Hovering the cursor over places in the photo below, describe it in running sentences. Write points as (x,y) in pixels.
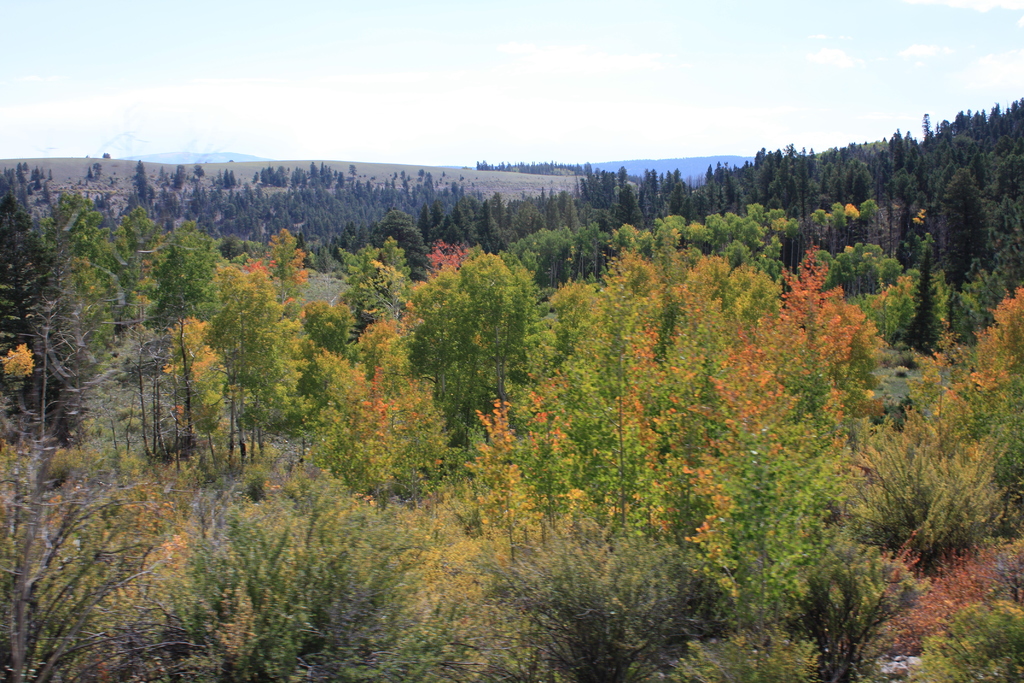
In the picture we can see many trees (633,376) and in the background (89,93) also we can see many trees (926,198), hills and sky (728,125).
